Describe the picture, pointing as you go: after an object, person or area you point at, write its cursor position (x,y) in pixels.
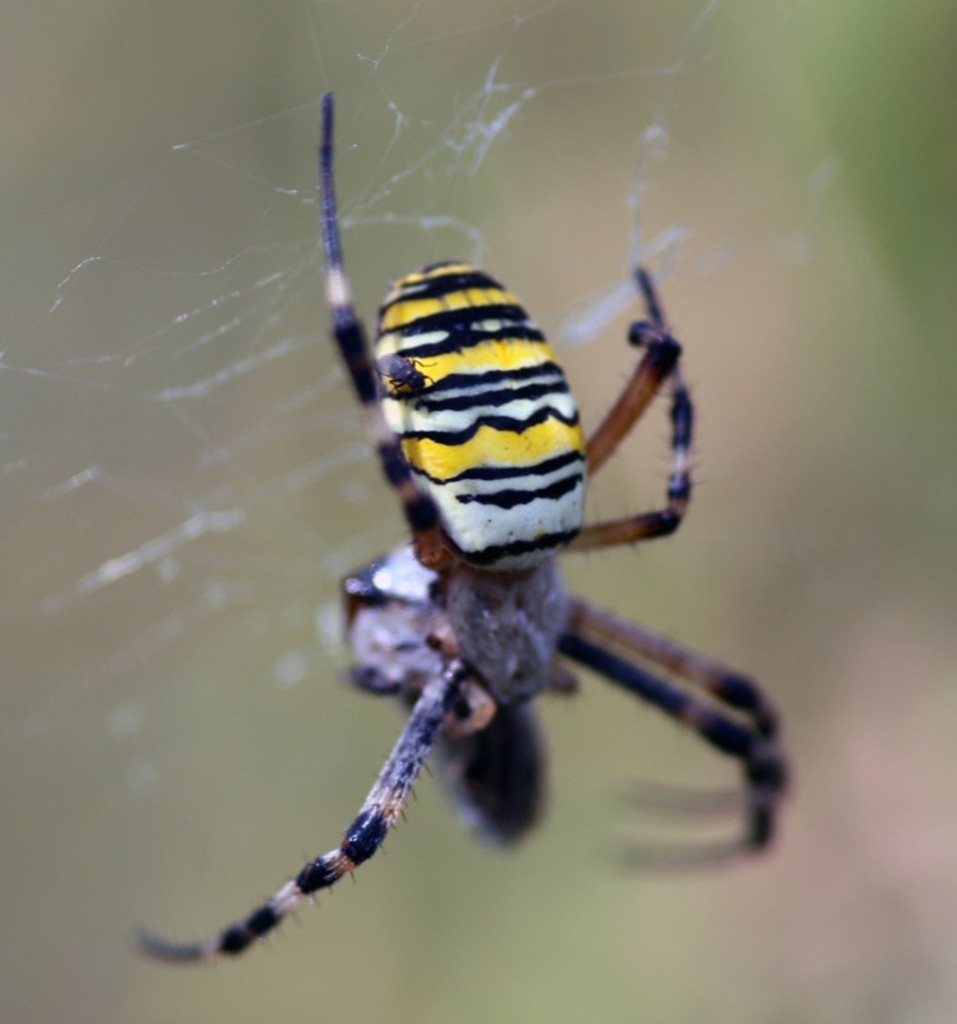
In this image in the center (425,458) there is a spider (453,677) and web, and the background (802,6) is blurred.
